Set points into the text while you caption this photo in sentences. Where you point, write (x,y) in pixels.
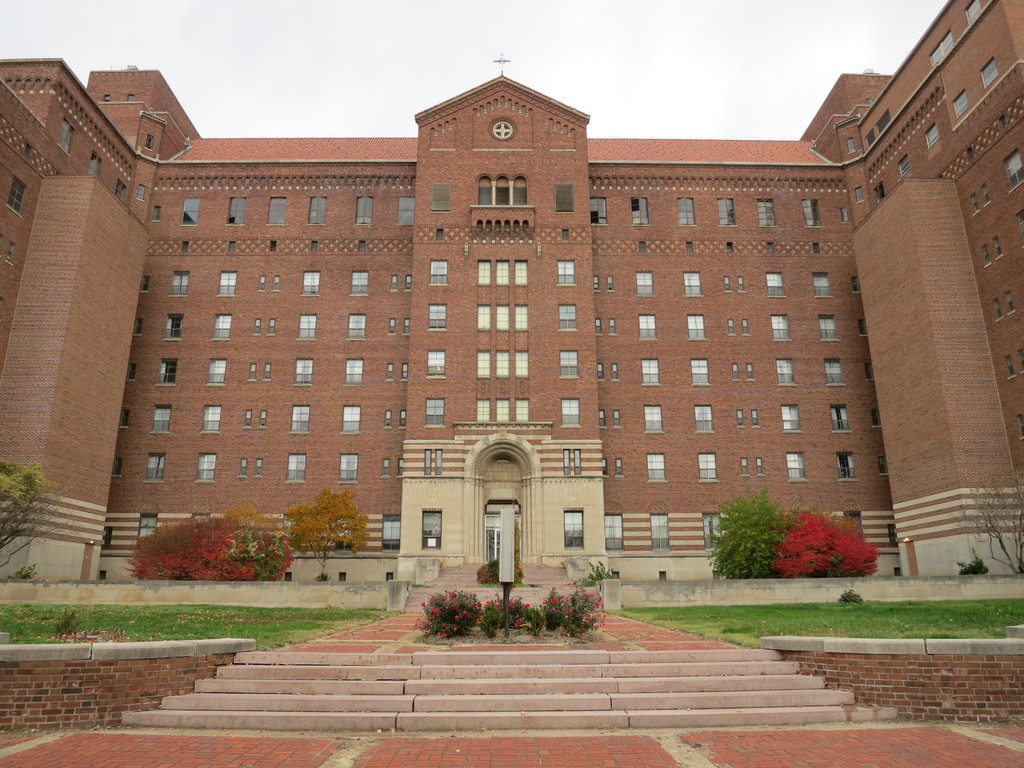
In this image in the middle (415,408), there is a building (545,374) on that there are windows (705,419), wall (472,490). At the bottom (813,570) there are trees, plants (582,608), flowers (566,630), grass (926,628), staircase (506,703) and wall (881,691). At the top (331,108) there is sky (345,100).
